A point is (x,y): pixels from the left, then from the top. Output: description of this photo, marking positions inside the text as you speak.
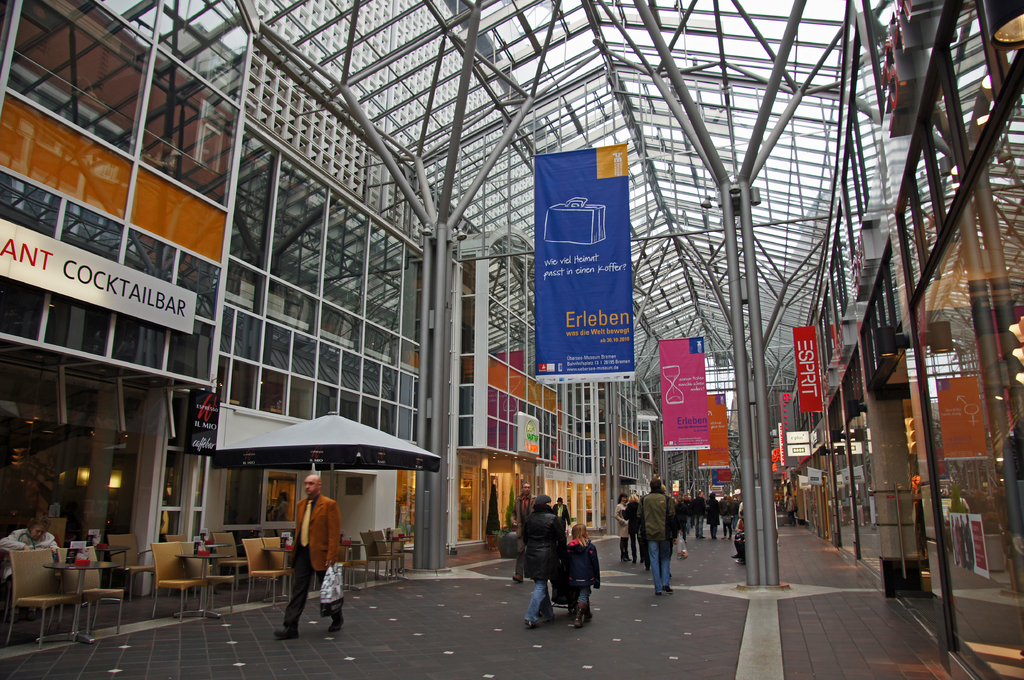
In the picture I can see some buildings (909,313), shops (909,313) in front of the shops (9,414) we can see some chairs (53,578), tables (57,565) are arranged, so many people (302,591) are walking, there is a roof (623,75) with glass (792,170), we can see some banners (618,226) and poles (557,17).
